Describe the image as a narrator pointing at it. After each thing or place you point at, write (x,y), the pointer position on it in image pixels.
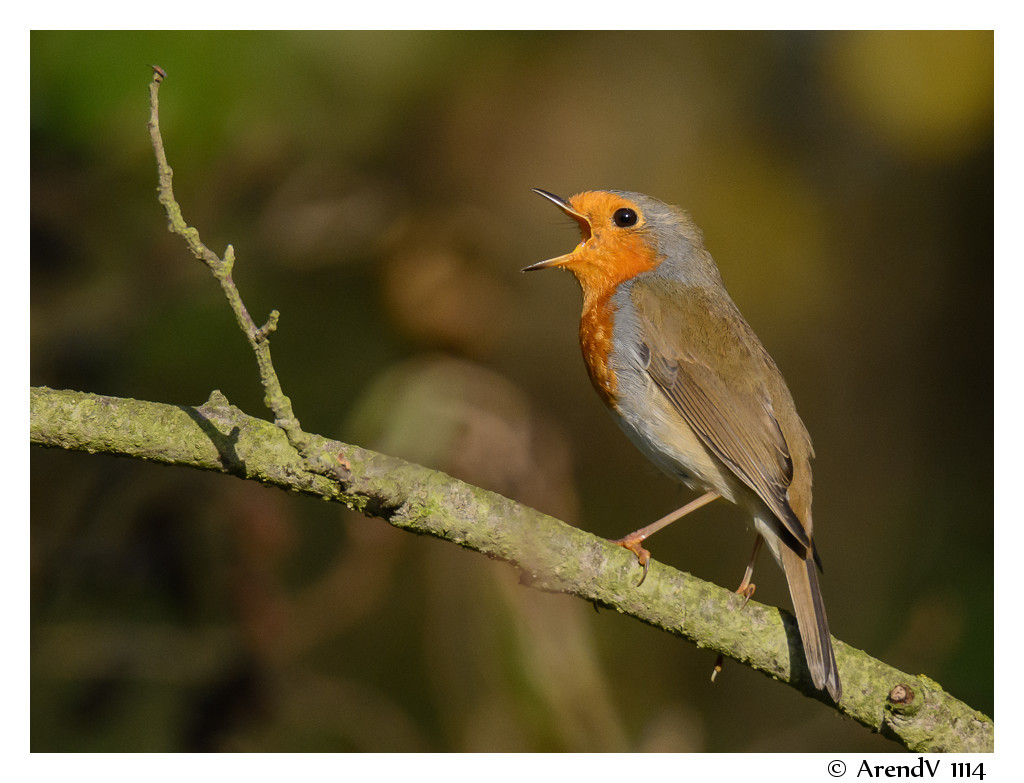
There is a bird (665,279), standing on the branch (897,681) of a tree (880,670) and having opened its mouth (575,218). In the bottom right (837,762), there is watermark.
